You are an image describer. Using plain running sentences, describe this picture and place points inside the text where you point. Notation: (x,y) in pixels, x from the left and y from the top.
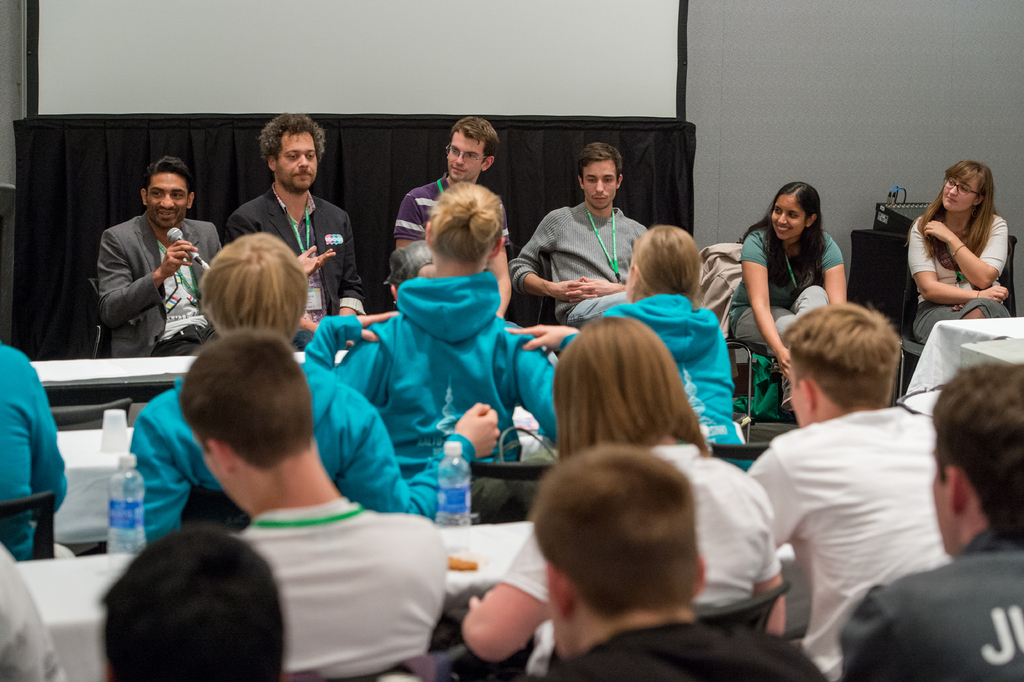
In this picture there are many persons (337,593) sitting around and it seems like it is a conference in the back ground (378,277) i could see a white board (538,72) and black curtain (326,188) and a grey colored wall (841,168). On the table (103,583) there are bottles (127,492) and glasses (119,449).
